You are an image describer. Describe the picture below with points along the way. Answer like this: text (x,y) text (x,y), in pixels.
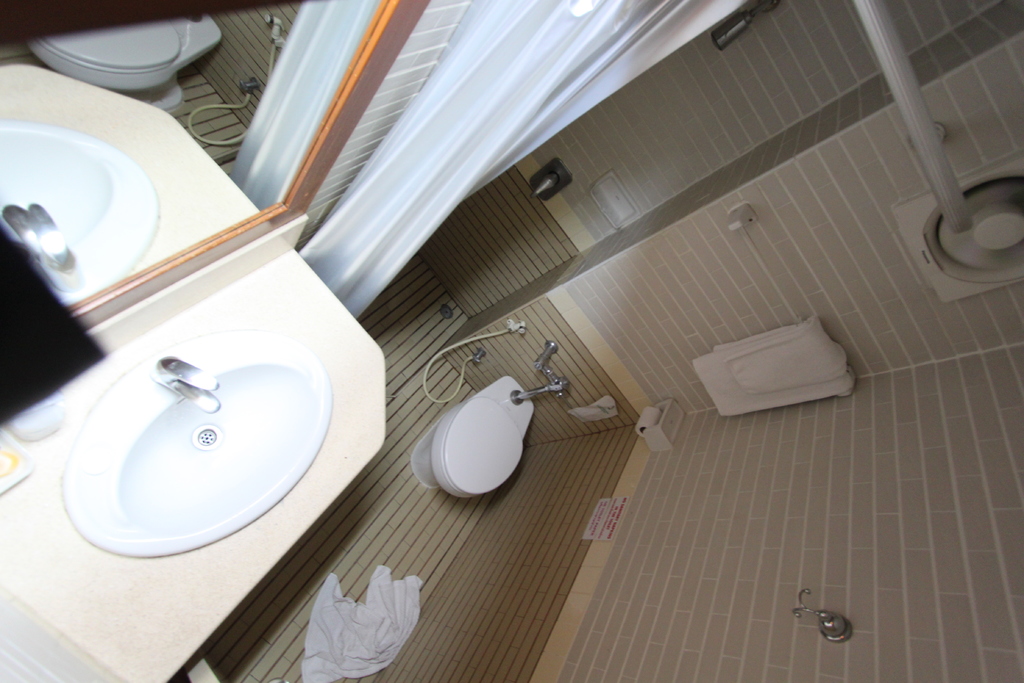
This image is clicked in a washroom (201,472). On the left (201,472), we can see a wash basin (133,446) along with a mirror (33,202). On the right (811,598), there is a wall (1018,479). In the front (472,441), we can see a toilet seat (448,448) and a towel (813,337) hanged on the wall (752,298). On the left (324,268), we can see a curtain (470,107) in white color. On the right (976,283), there is an exhaust fan (960,285). At the bottom (357,646), there is a cloth (377,644) on the floor (301,665).
